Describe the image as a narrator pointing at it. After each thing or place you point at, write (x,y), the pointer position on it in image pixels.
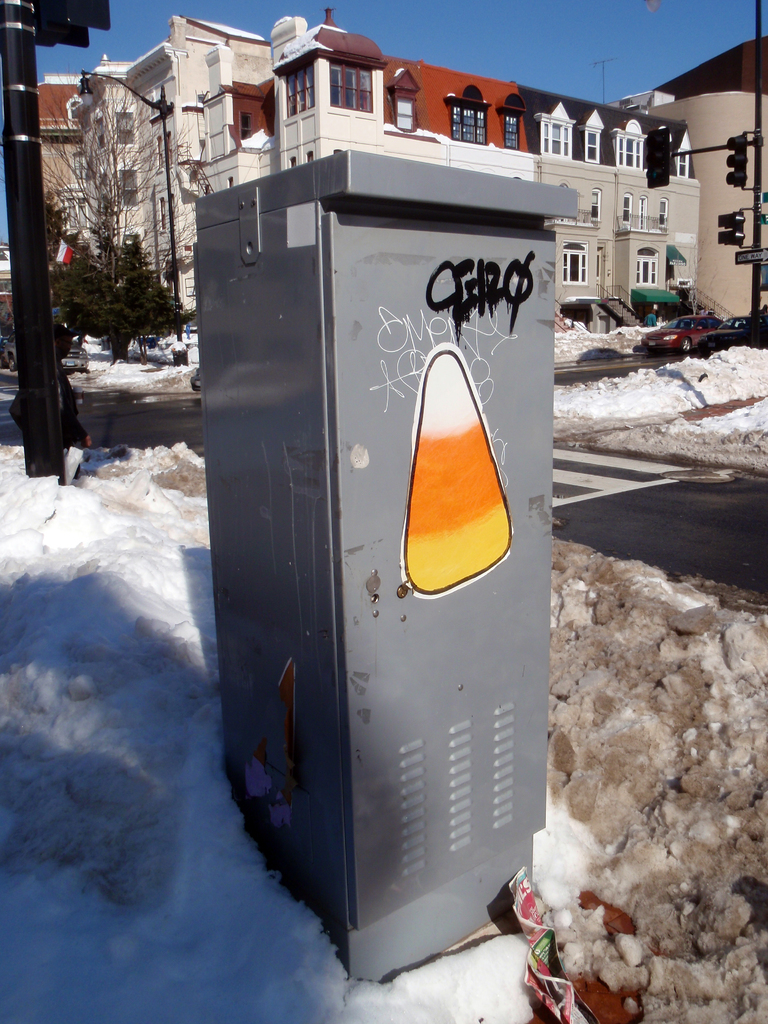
In this image in the front (226,502) there is an object (347,613) which is grey in colour and on the object (414,438) there is some text (462,337) written on it and there is snow (109,619) on the ground (92,583). In the background (63,306) there are buildings (376,120), trees (67,283) and cars (683,341) moving on the road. On the left side (30,241) there is a pole (21,279) which is black in colour and on the right side (758,186) there is a pole (758,150) which is black in colour and on the pole (758,231) there are black colour objects (736,177) hanging.
